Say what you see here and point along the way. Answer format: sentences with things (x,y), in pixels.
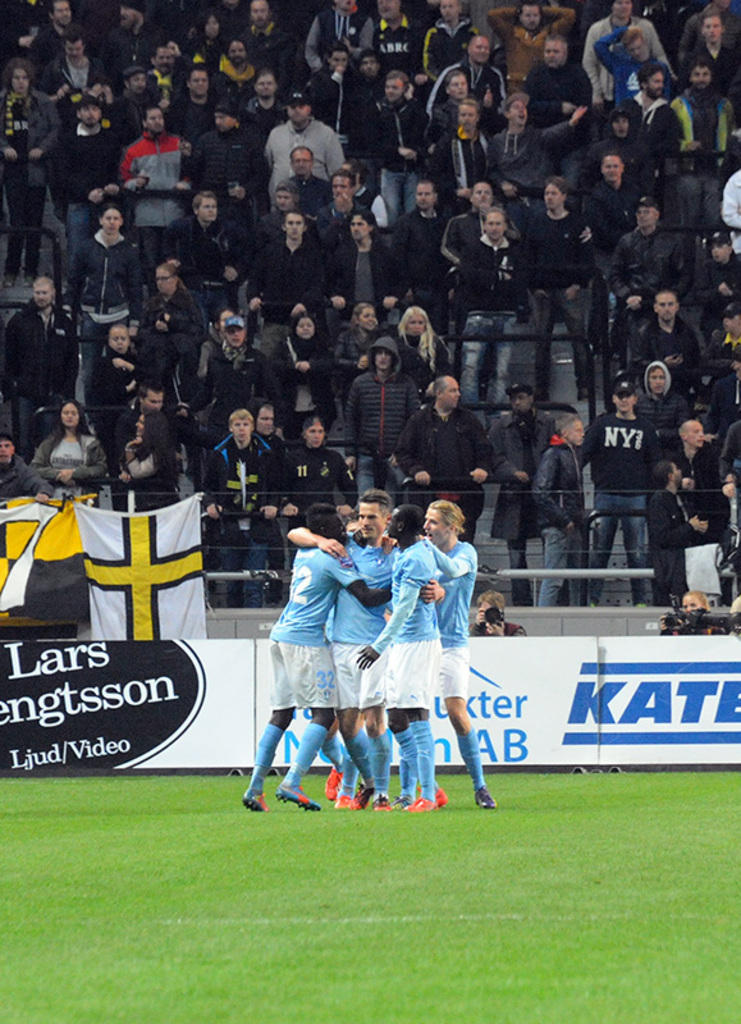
There are few people (359,688) standing on the ground (473,888). There are hoardings (16,680) and banners (147,539). In the background (347,317) we can see group of people (497,343).
